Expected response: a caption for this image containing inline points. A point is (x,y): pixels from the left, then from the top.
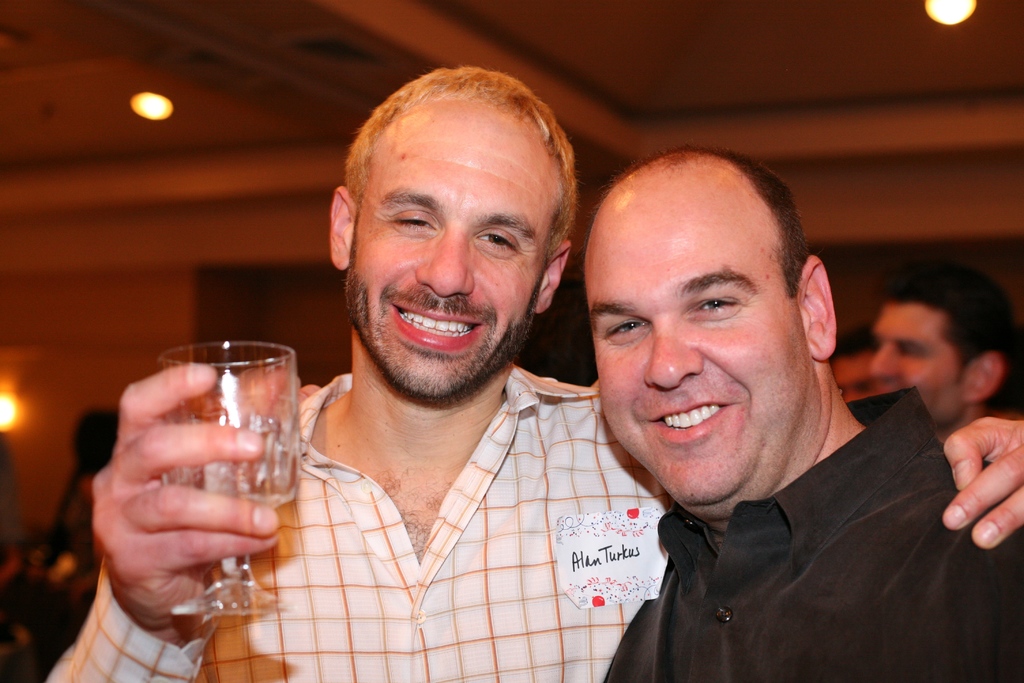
This is a picture taken in a room (96,345), there are two persons (504,547) standing on the floor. The man (422,575) in white shirt (360,593) was holding a glass (238,484). The two persons (239,515) are smiling. Behind the people (429,537) there is a group of people (930,366) standing, wall (70,339) and there are ceiling lights (150,106) on the top (163,110).
